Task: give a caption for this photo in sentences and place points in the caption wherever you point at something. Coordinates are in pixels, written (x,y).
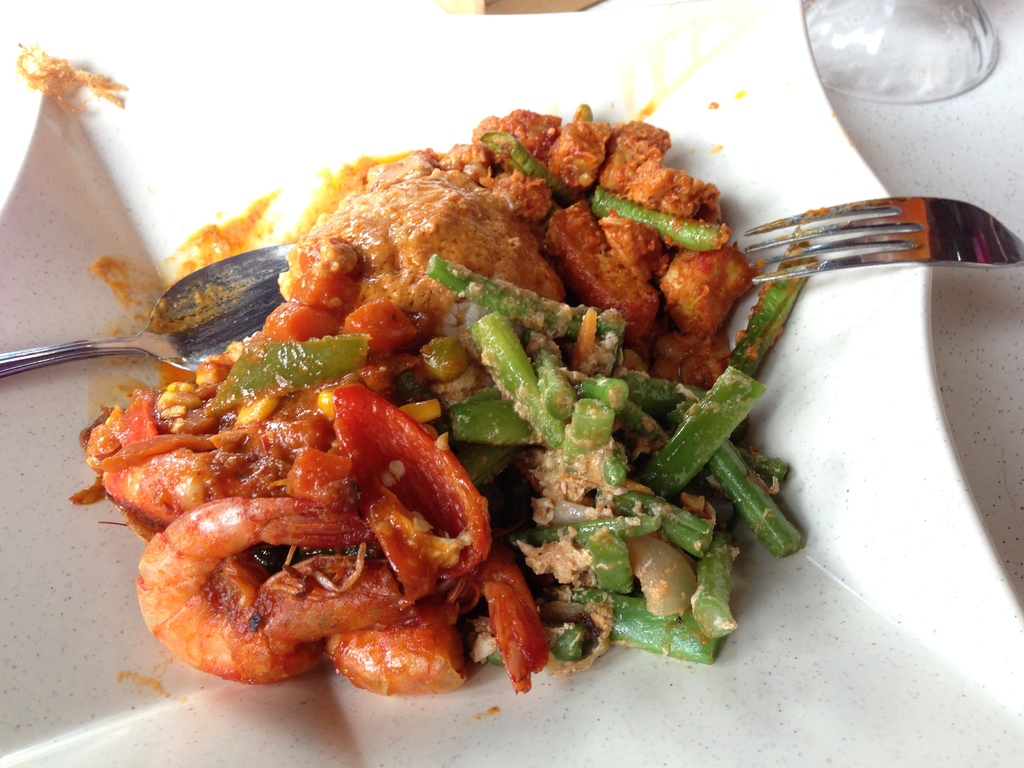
The picture consists of spoon (209,282), fork (922,252), food item (497,251) and plate (851,173). On the right (883,29) we can see a glass (931,66) and a table (974,287).
